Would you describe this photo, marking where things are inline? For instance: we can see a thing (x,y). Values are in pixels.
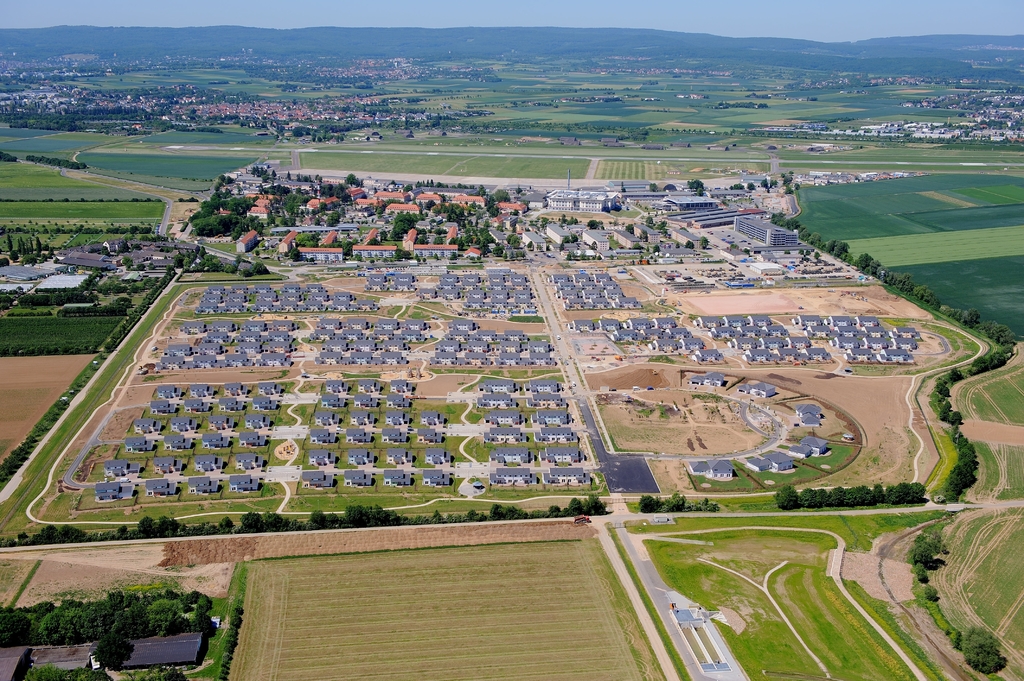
In this image I can see number of buildings (489,279) and I see the trees (49,121) and the grass (968,184).
